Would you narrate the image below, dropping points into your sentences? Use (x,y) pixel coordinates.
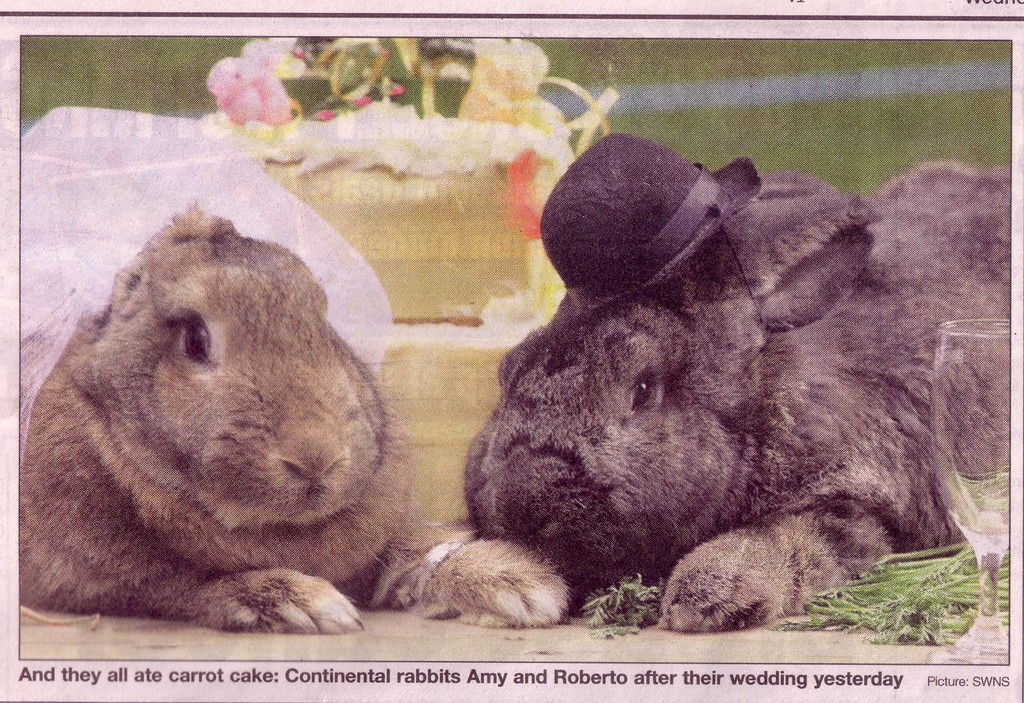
In this image we can see a paper (563,256), there are two rabbits (567,361) sitting on the floor (396,631), there is a rabbit (786,213) wearing a hat (668,216), there is a rabbit (183,299) wearing a cloth (103,192), there is an object (477,197) behind the rabbit (679,591) that looks like a cake (401,304), there are leaves (643,608) on the floor (636,623), there is glass (977,435) towards the right of the image (952,357), there is grass (830,72) towards the top of the image (633,64), there is text (54,671) towards the bottom of the image (882,682).
